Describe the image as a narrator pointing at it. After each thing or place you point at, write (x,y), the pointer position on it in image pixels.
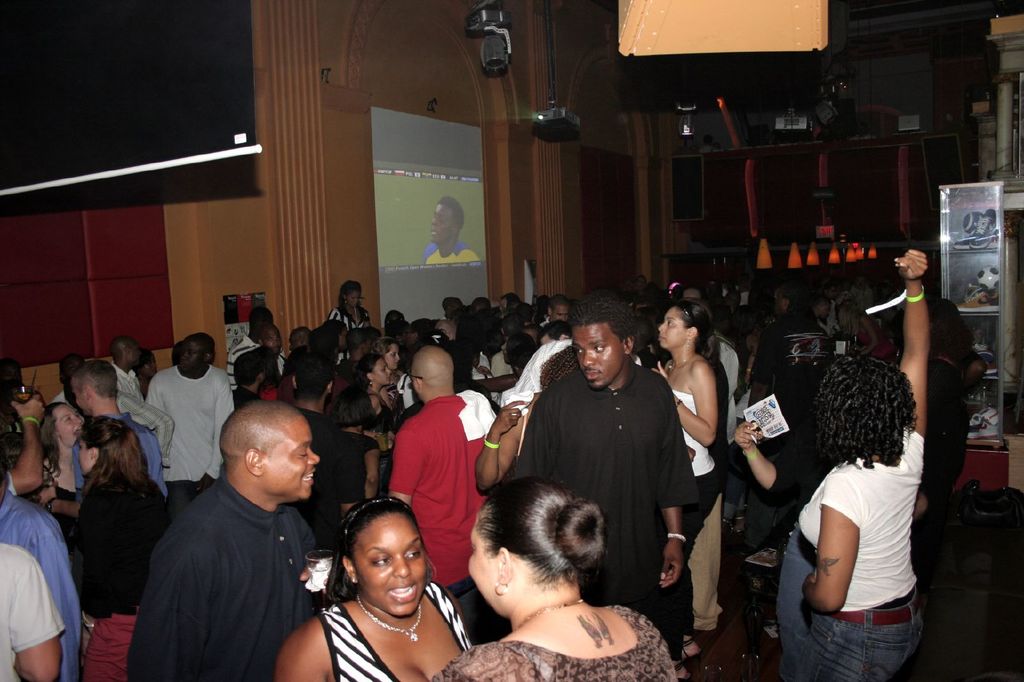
There are group of people (410,331) standing. I can see the projector (562,122) and the roof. This is the screen (408,207) with the display (394,167). I think this is the rack (976,287) with few objects (983,239) in it. This looks like a speaker (689,186), which is attached to the wall (277,120). I think this is a board (129,105).
